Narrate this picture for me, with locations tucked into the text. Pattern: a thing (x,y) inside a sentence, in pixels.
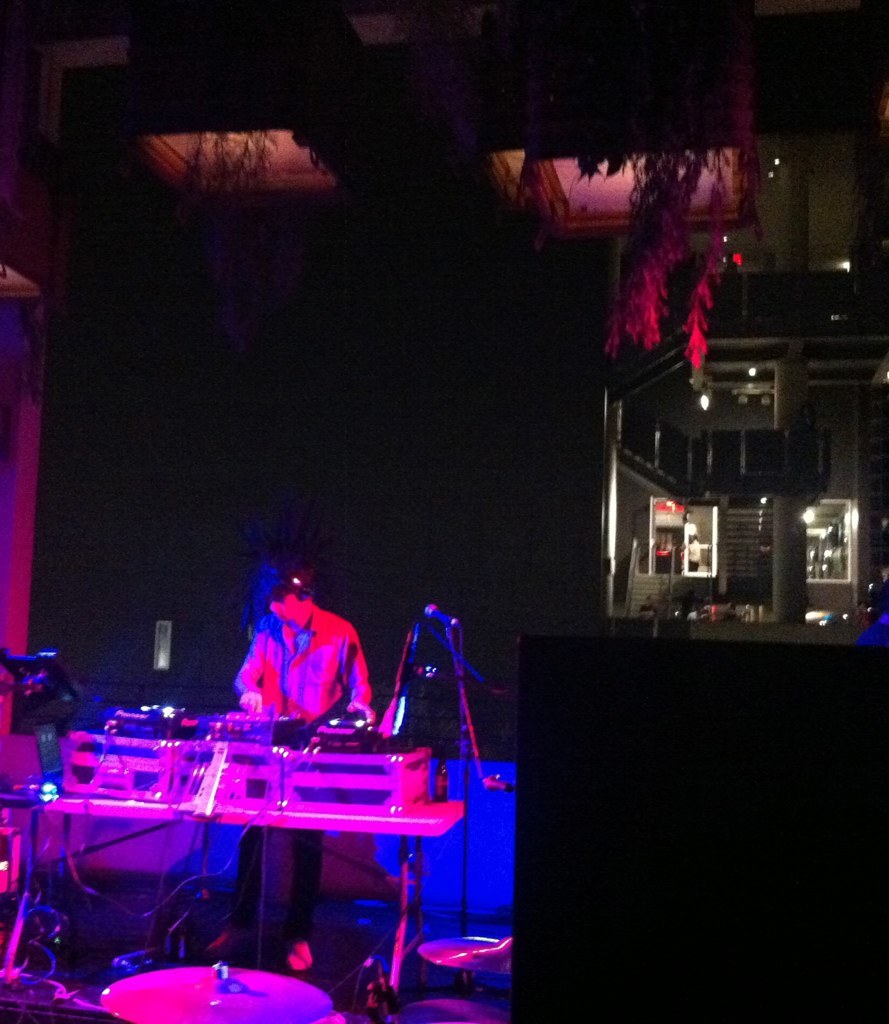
In this image there is a man (328,676) in the middle (330,670) who is playing the music system (250,753) by keeping the headphones (304,586). At the top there are lights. In the background (693,492) it seems like a building (683,457) where we can see the stair case (748,516) in the middle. There are lights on his face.
